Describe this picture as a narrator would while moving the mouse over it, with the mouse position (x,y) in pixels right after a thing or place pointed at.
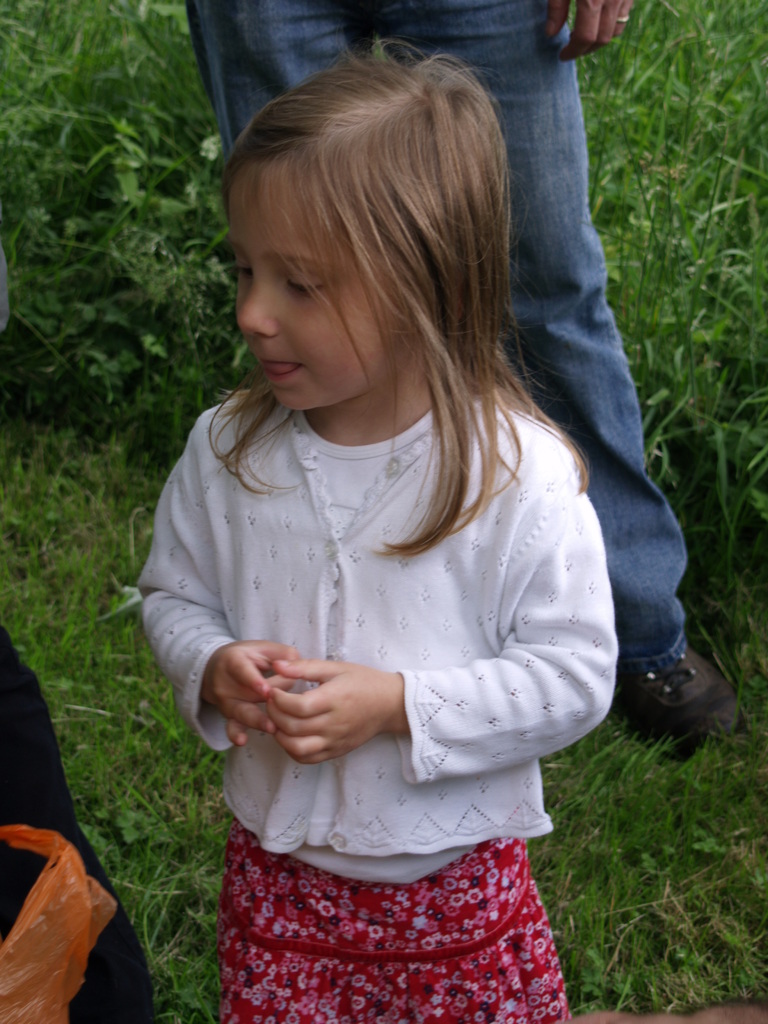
In the center of the image (322,515) we can see one girl (306,680) is standing and she is in white color top (361,650). On the left side of the image (6,724), we can see one black color object (121,957) and one orange color plastic cover (79,896). In the background (99,121) we can see the grass (187,176) and one person (376,11) standing.
